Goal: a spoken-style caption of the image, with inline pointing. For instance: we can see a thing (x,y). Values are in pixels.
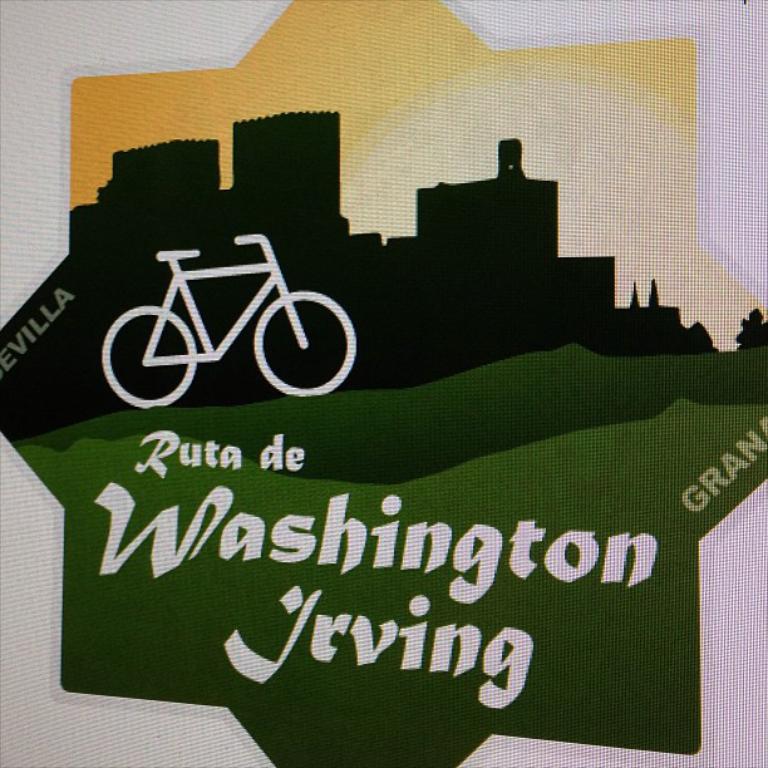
In the center of the image (401,508) there is a logo (367,495) in which there is text (206,538). There are depictions of buildings (248,233) and cycles (341,320).
